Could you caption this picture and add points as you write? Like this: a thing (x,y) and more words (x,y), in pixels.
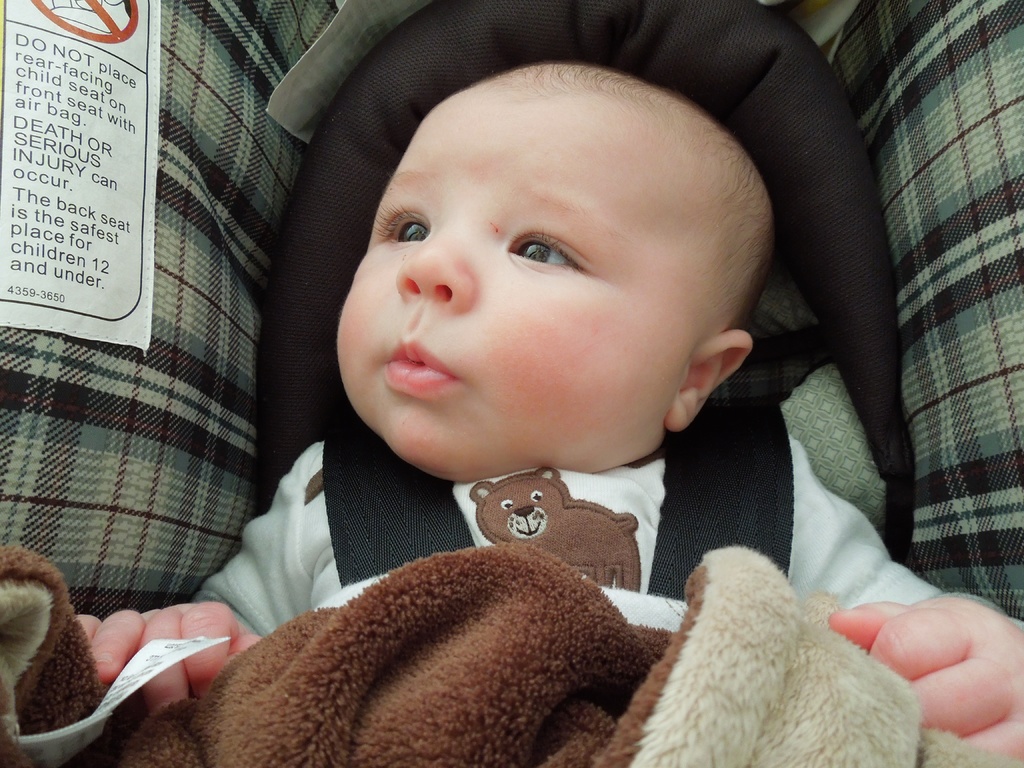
In this picture I can see there is a infant (899,575) sitting here and wearing a white shirt (277,555) and there is a brown color blanket (458,710) here and the baby (283,527) is looking on to left (6,302) and there is a sticker (0,22) here and it has some precautions (55,150).
